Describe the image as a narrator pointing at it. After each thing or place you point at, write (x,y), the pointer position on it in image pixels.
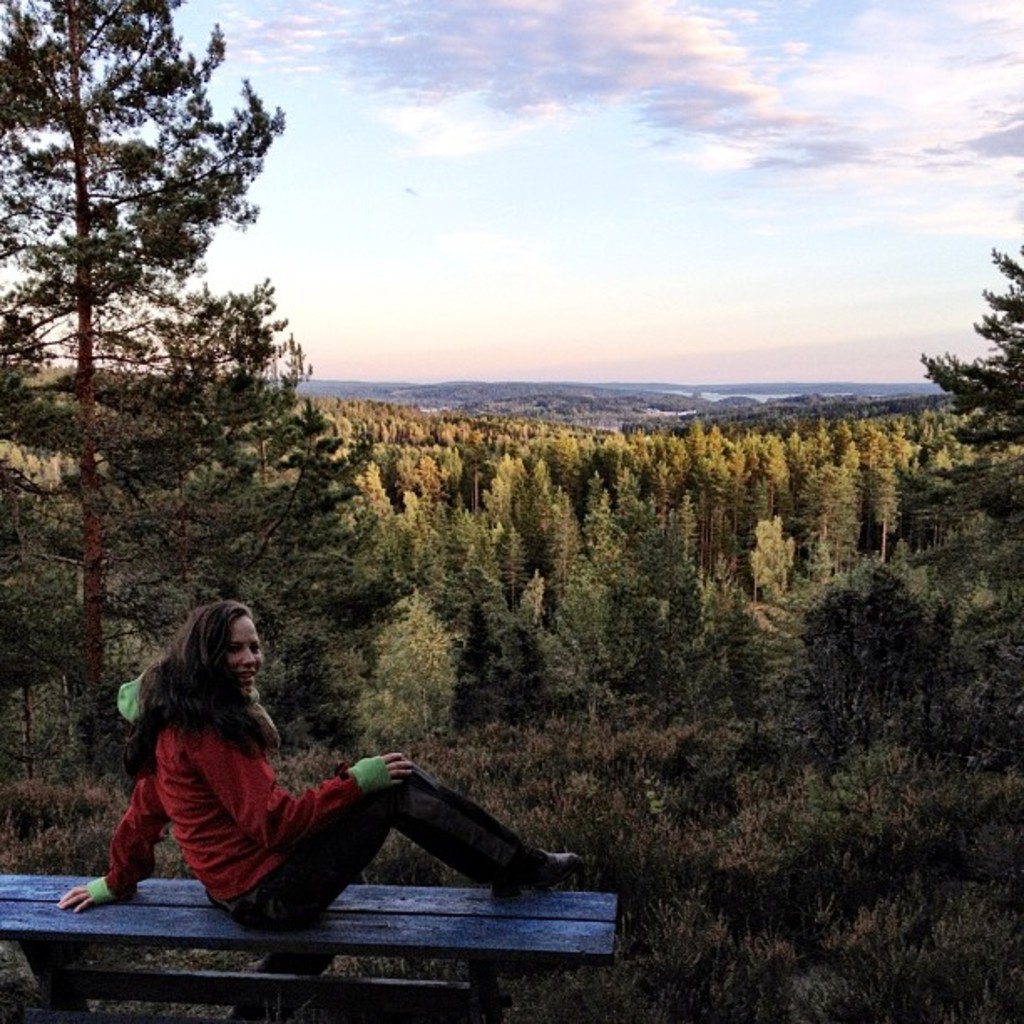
In this image we can see the woman (286,854) wearing red color sweater (234,858) is sitting on the wooden bench (474,943) and smiling. In the background (848,610), we can see trees (475,459), water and the sky (522,289) with clouds (741,60).
